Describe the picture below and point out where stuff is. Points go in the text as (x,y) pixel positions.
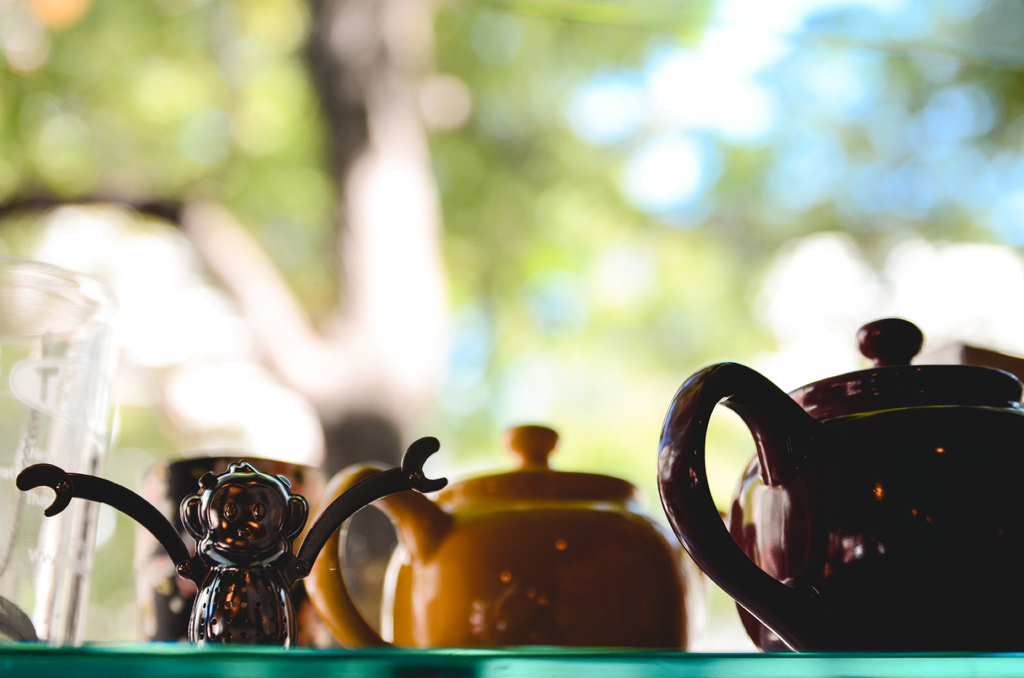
In this image we can see a toy (289,580), glass (64,539) and tea pots (531,490) are on a platform (420,659). In the background (415,174) the image is blur but we can see objects (248,238).
